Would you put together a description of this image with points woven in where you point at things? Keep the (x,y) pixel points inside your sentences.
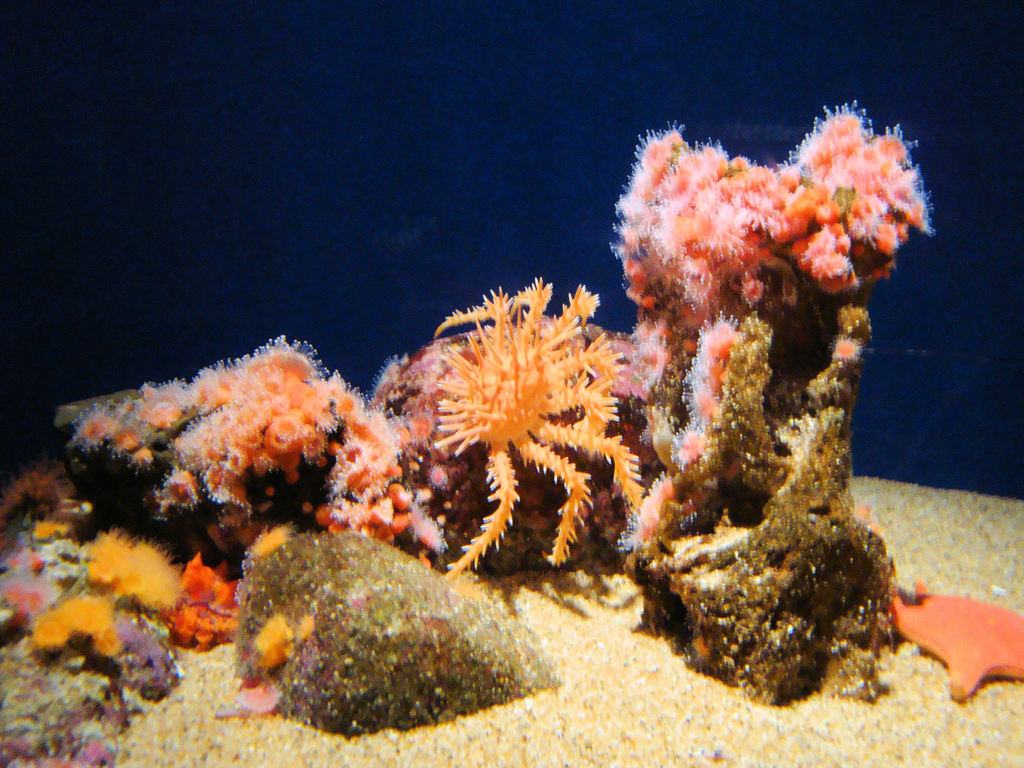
In this image I can see few aquatic animals (377,397). We can see stones (464,638) and sand (588,713). Background (583,109) is blue in color.
